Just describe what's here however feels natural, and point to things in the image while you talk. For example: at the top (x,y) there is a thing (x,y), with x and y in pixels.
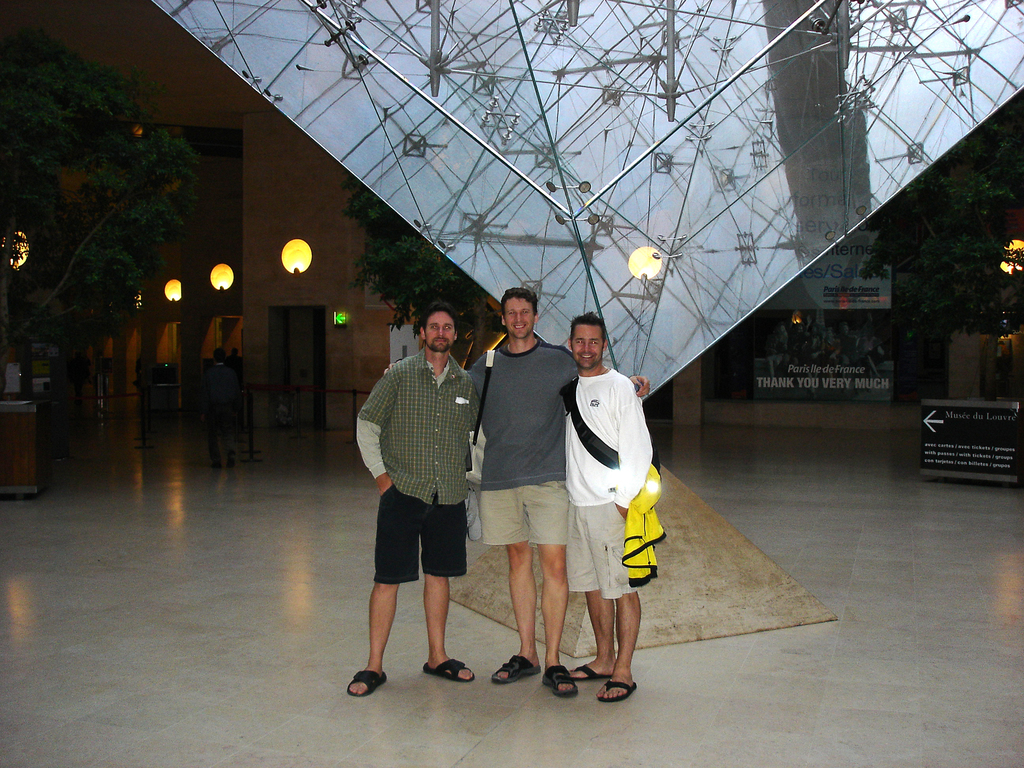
In this image there are three persons (542,505) standing with a smile on their face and they are holding their luggages (570,397), behind them there are trees (935,310), banners (843,312), lamps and few people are walking on the floor (167,499) and there is a glass roof top (594,201) with metal bars (587,264).
